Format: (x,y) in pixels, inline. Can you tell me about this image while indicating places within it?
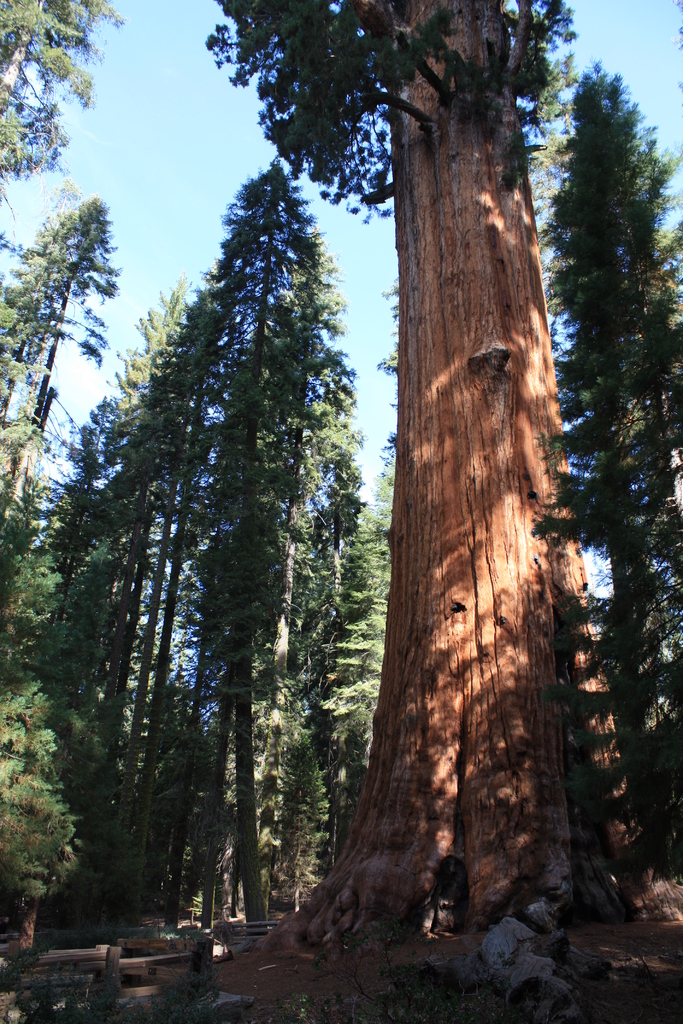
In this image I can see few trees (267,618) which are green and brown in color, some grass (482,990) and few other objects (222,931) on the ground (585,992). In the background (180,232) I can see the sky (171,202).
